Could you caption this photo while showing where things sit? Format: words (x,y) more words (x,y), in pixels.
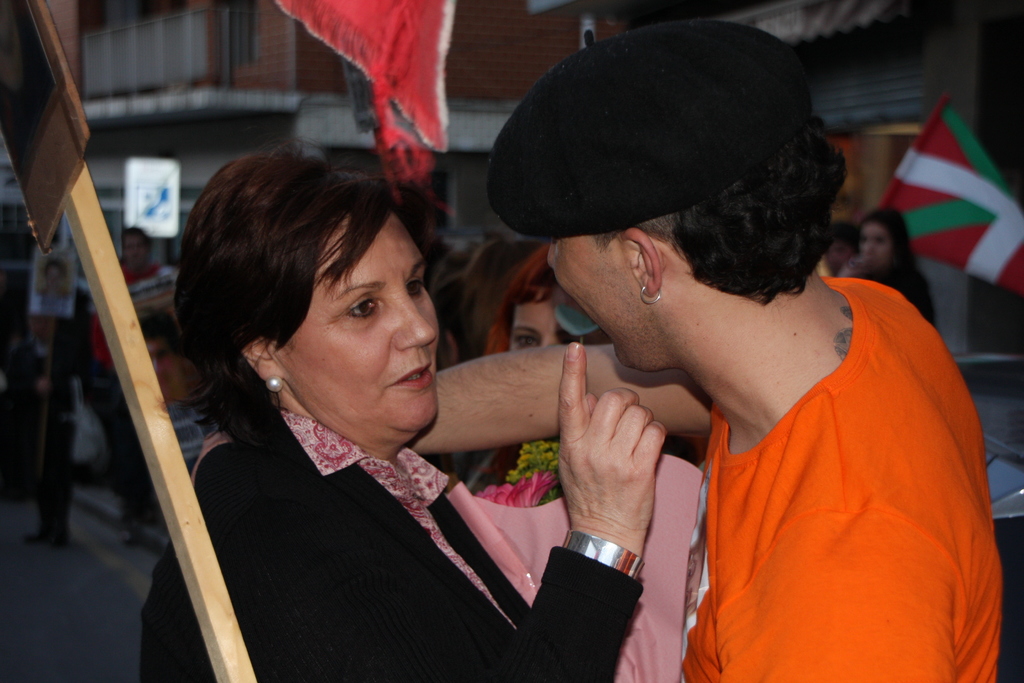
In the picture we can see a woman (463,640) and a man (808,682) in front of her looking close and in the background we can see some people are standing and behind them we can see a buildings (154,87).
